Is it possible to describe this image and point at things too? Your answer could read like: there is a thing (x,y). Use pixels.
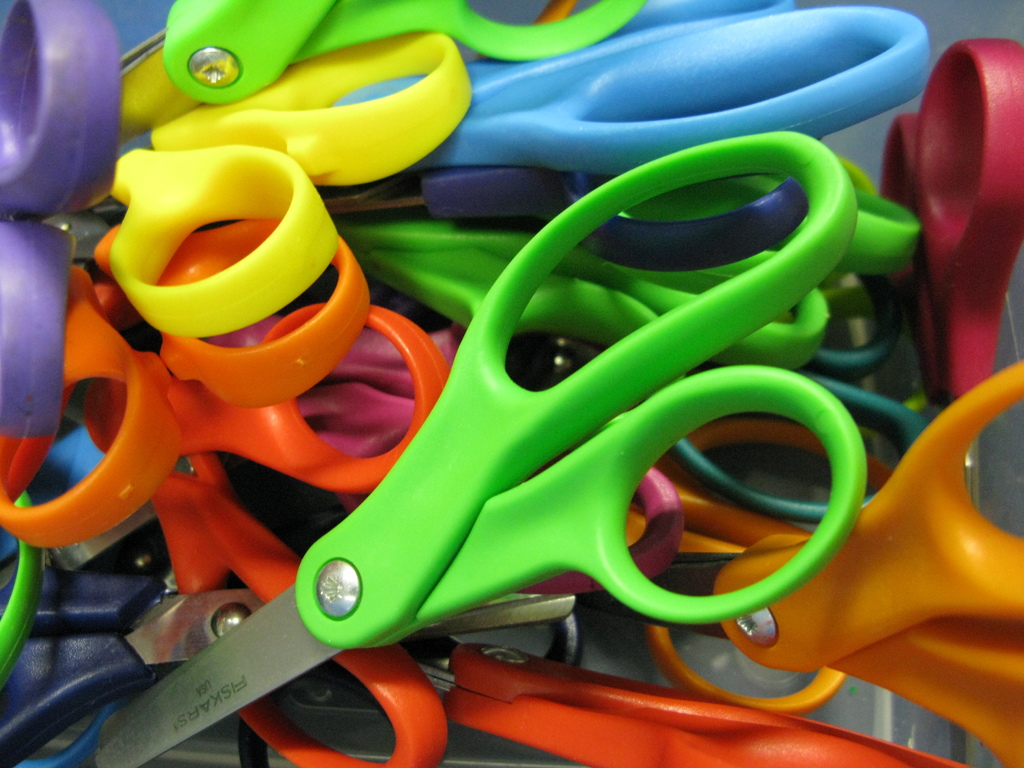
In this image there are many scissors (251,417). They have colorful holders (286,290).
